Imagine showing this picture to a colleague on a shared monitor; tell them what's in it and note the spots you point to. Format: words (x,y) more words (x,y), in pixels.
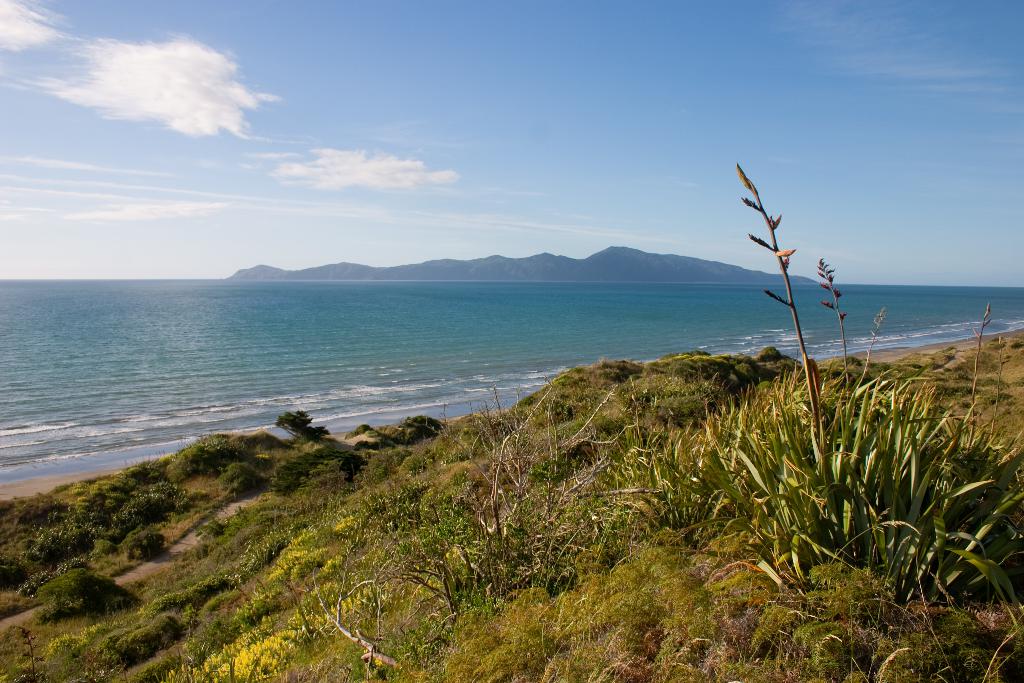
In this image there are plants (823,453), grass (689,447), and at the background (578,359) there is water (553,293), hills (352,272), sky (454,250).
